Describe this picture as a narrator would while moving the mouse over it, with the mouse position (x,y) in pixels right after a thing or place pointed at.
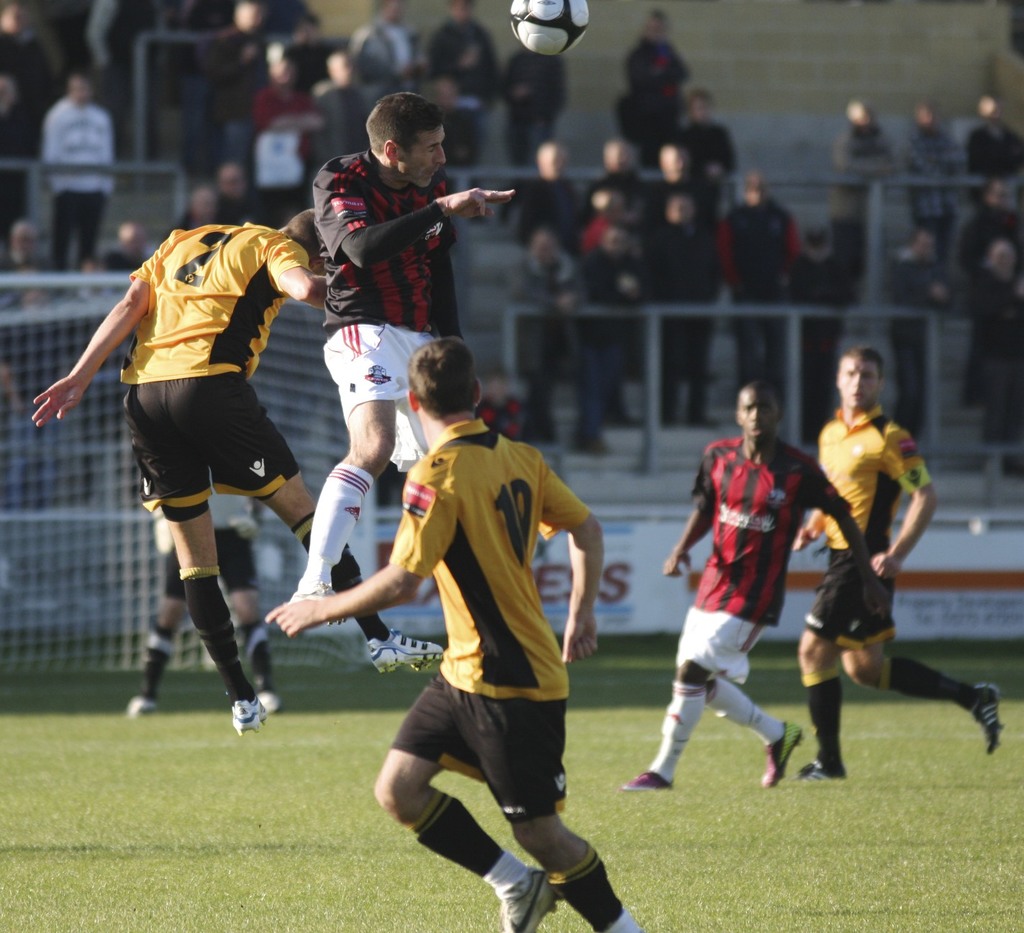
This is a playing ground (286,761). Here I can see few men (169,348) wearing t-shirts (203,318), shorts (446,753) and playing the football (548,15). In the background (122,521) there is a net (74,486) and many people (800,265) are standing and looking at the ground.
